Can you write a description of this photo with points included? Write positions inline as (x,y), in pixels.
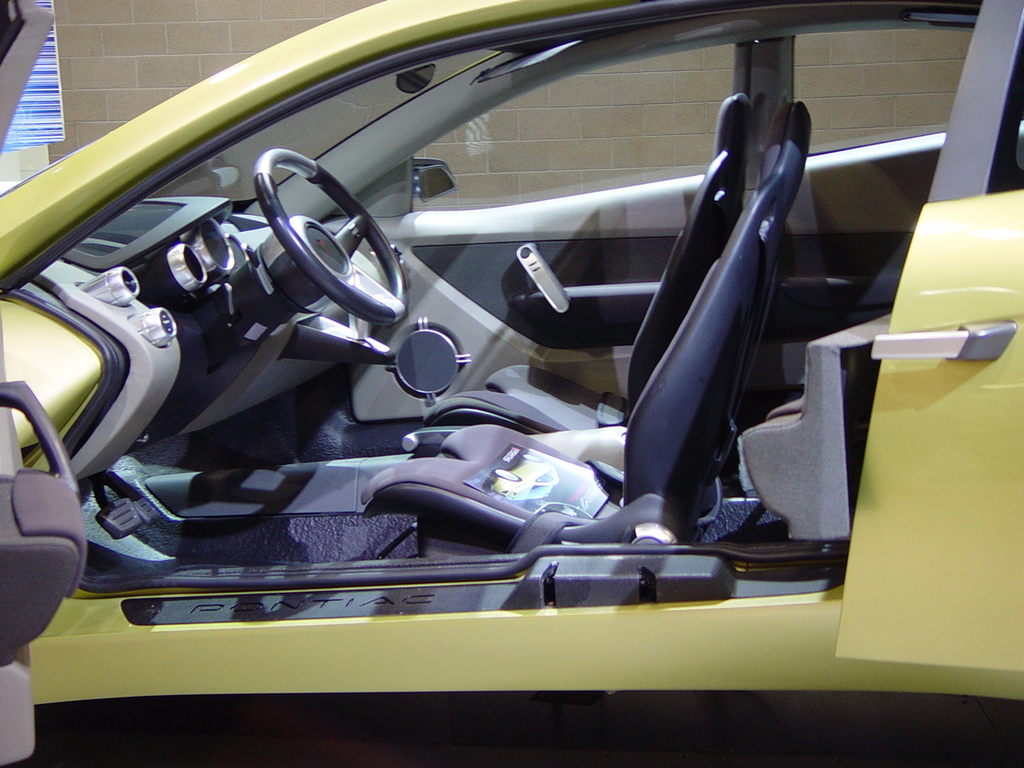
In this image I can see a car (651,483) and I can see a seat (667,323) and steering (401,277) visible and I can see a mirror (443,185) and window (562,92), through window (595,106) I can see the wall (567,129).
